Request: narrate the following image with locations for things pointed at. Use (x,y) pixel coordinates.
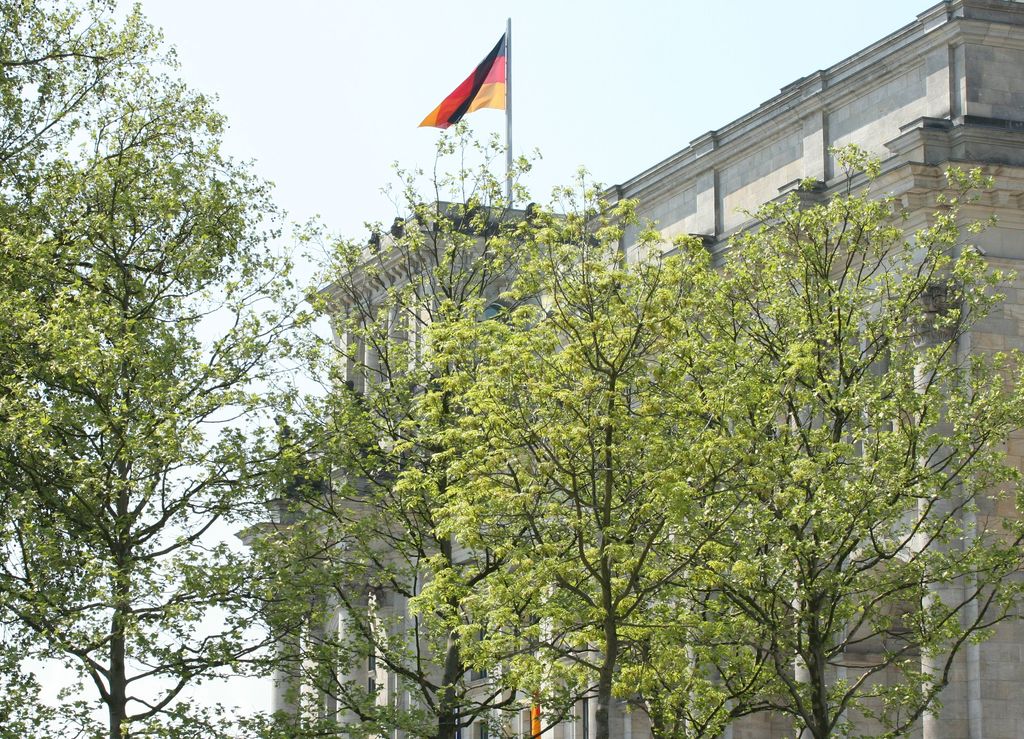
In this image there are trees (338,549) in the center (578,372). In the background (751,199) there is a building (737,202) and on the top of the building (730,215) there is flag (465,97) and the sky (292,107) is cloudy.
